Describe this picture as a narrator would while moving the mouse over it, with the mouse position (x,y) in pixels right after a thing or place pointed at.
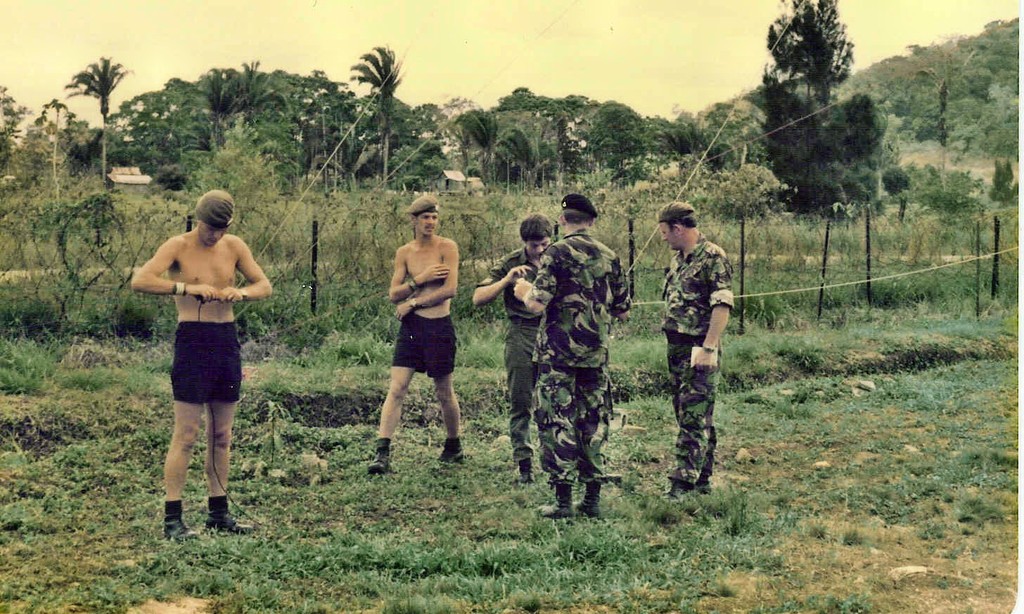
In this picture we can see few people (532,269), they are standing on the grass (624,389), and few people (595,240) wore caps (679,210), in the background (381,135) we can see fence (95,277), few trees (393,151) and houses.
